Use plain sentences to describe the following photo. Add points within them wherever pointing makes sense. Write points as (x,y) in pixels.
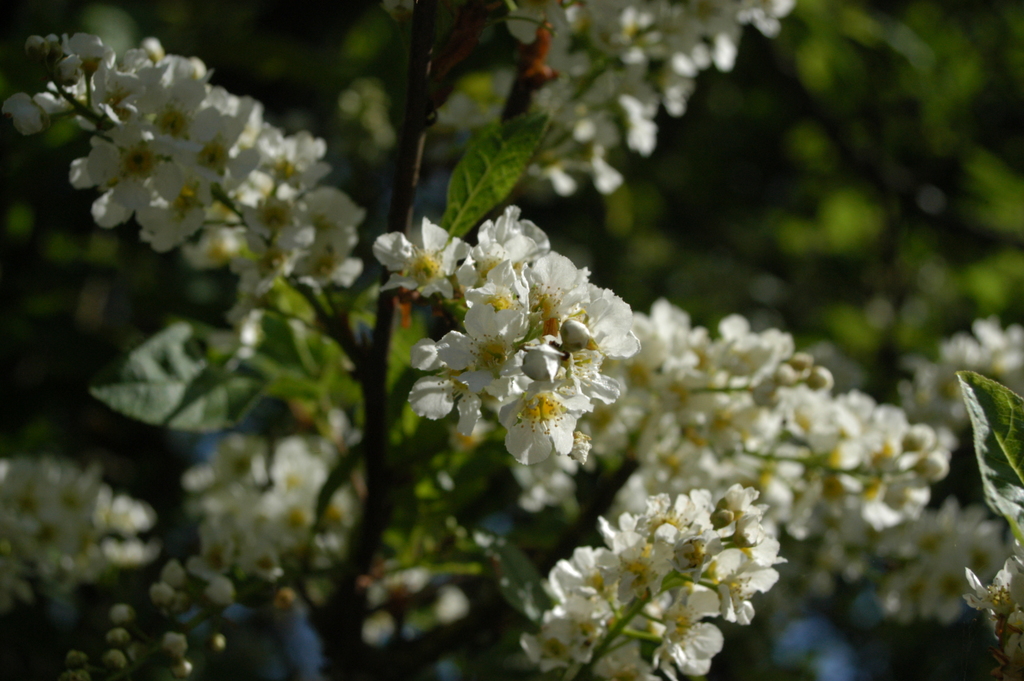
In this image I can see the white and yellow color flowers (535,454) to the plants (293,395). And there is a blurred background (271,26).
